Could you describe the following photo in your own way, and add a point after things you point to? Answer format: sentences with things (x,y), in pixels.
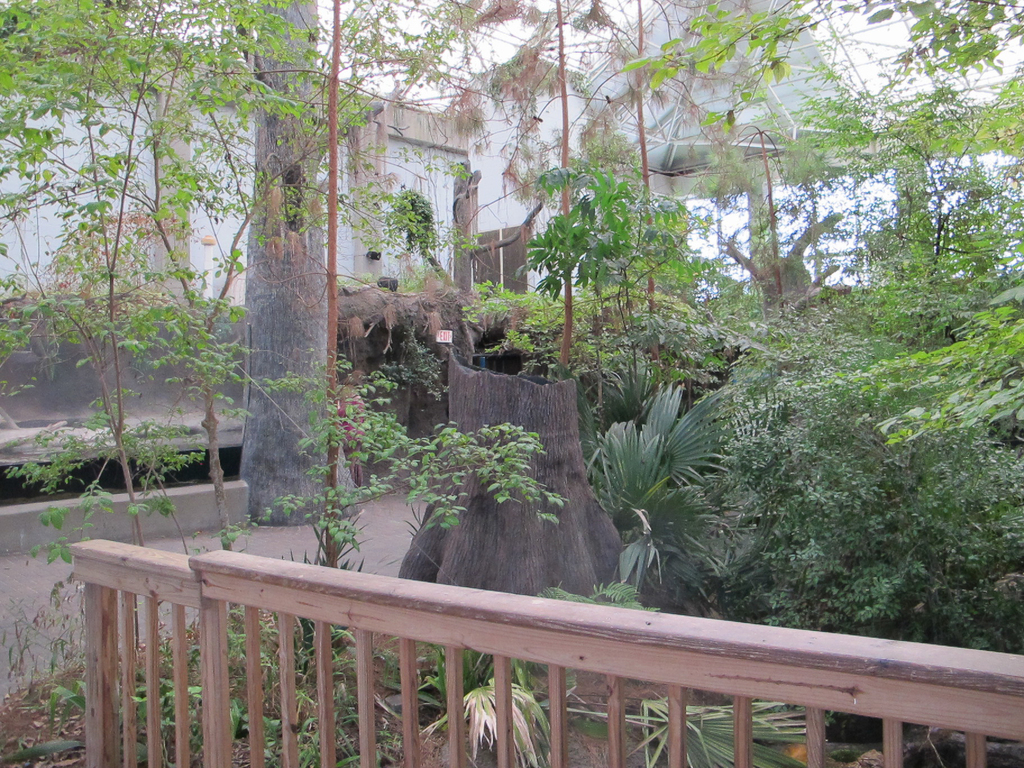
In this image we can see many trees (653,342). At the bottom (292,633) we can see wooden fencing (360,660). In the back (433,188) there is a building (504,163).
